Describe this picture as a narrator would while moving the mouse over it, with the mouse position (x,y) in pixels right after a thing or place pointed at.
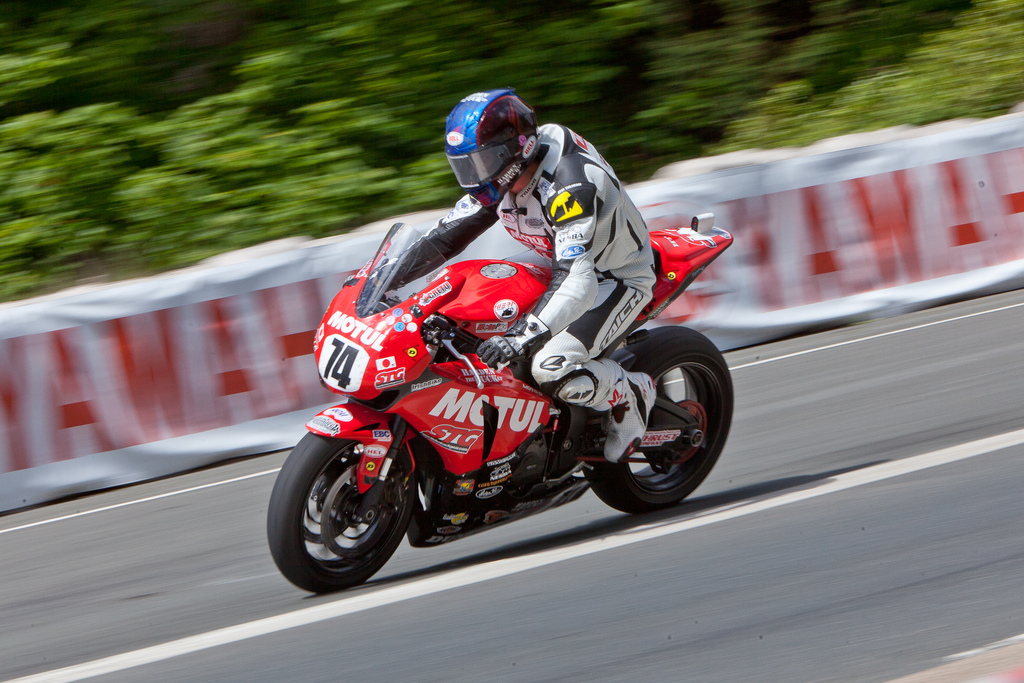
In this image we can see a person (562,154) wearing dress (604,270), clothes (578,286), gloves (539,336) and shoes (640,432) is riding the red color bike (539,420) on the road (559,544). The background of the image (14,379) is blurred, we can see the banners (319,308) and trees (282,64).
